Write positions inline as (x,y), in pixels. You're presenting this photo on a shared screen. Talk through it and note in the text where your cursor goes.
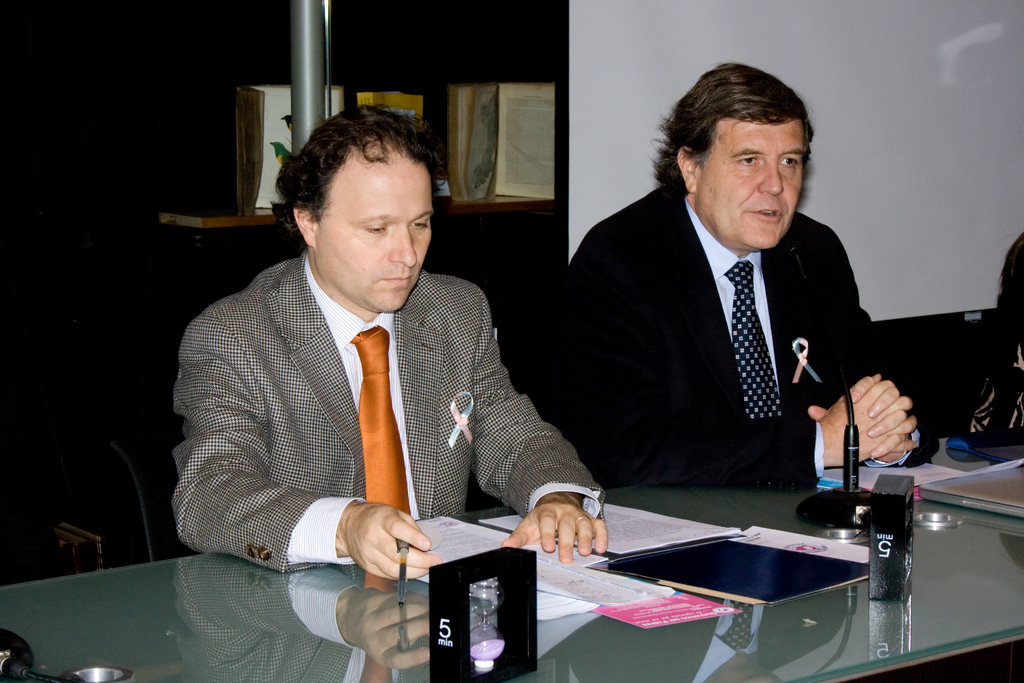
In this image we can see two persons (572,390) are sitting on the chairs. There is a table (717,617). On the table (773,617) there are papers (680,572), mike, and objects (450,652). In the background (809,67) we can see a screen (794,29), rack (218,220), and objects (487,172).
